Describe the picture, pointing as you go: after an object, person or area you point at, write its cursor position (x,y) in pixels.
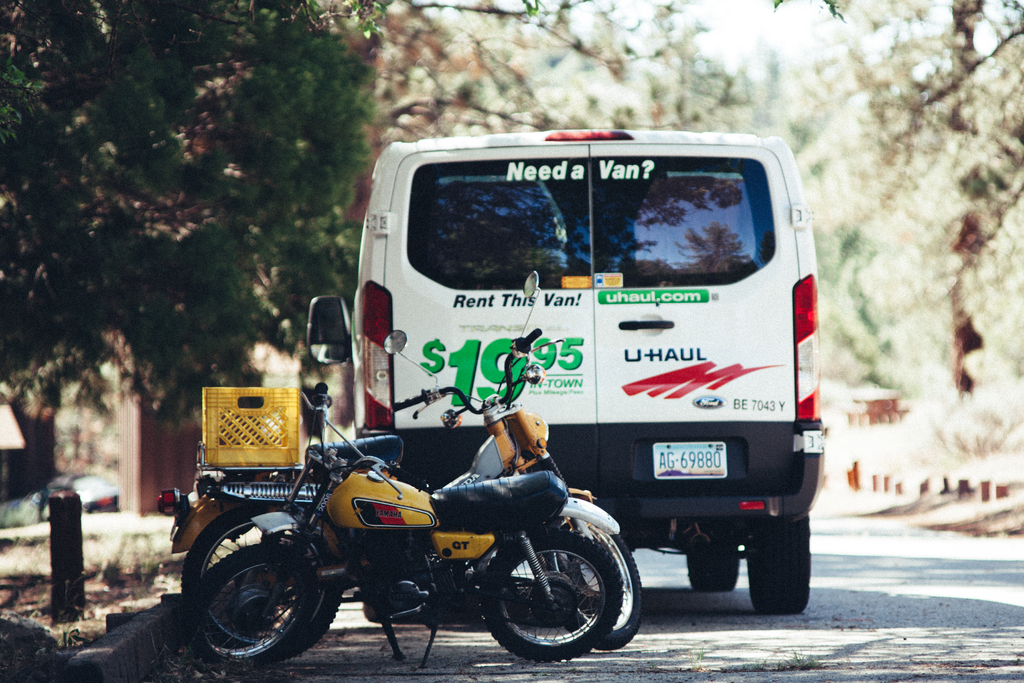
In the center of the image (413,379) we can see a bike (515,510) and one vehicle (657,511) on the road (821,544). And we can see a basket (241,458) on the bike (253,485). And we can see some text (553,383) on the vehicle (564,375). In the background (860,268), we can see the sky (722,31), trees (912,192) and a few other objects (883,394).
